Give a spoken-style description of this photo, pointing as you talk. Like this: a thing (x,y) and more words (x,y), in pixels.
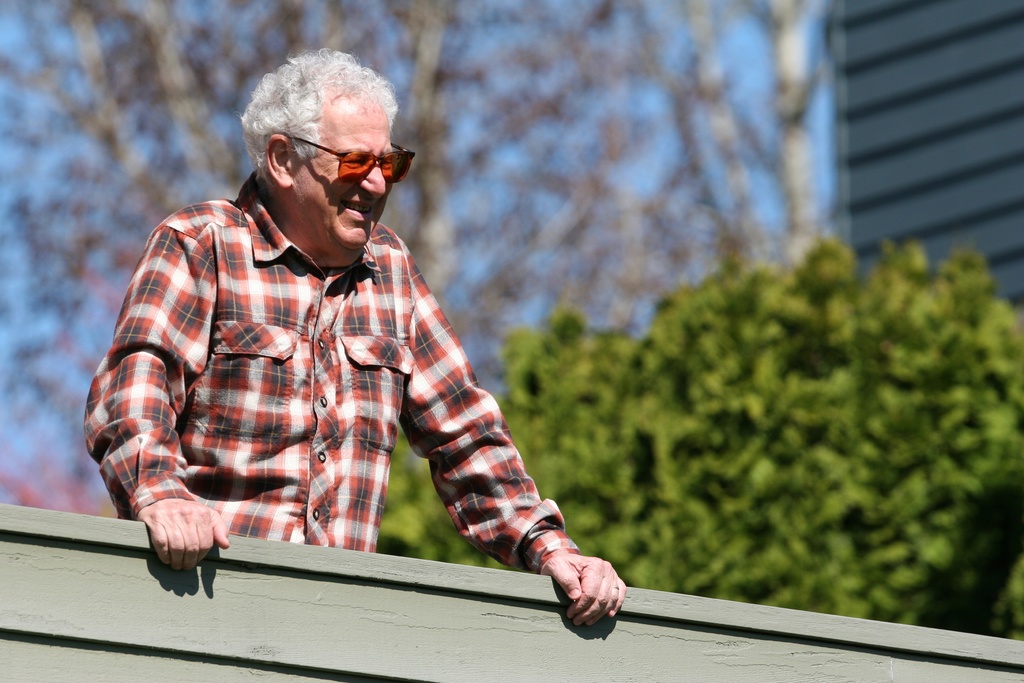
In this image in the front (312,594) there is a wooden wall (306,626). In the center (359,236) there is a man (228,383) standing and smiling. In the background (505,251) there are trees (866,357) and there is a building (911,148).
